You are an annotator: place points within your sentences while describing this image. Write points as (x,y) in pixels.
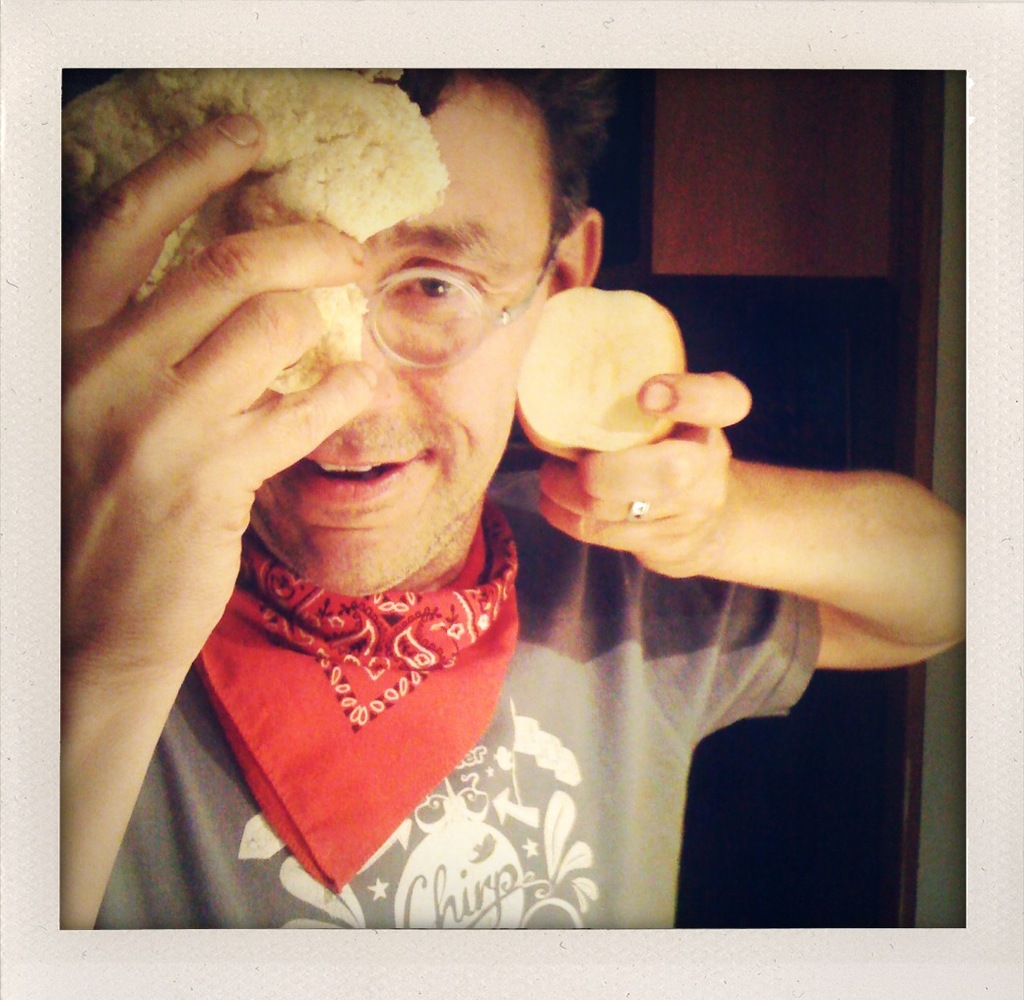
In this image we can see this person (132,834) wearing grey color T-shirt (246,849), red color handkerchief (333,732) and spectacles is holding an apple (534,354) and some food item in his hands (176,462). The background of the image (910,700) is dark.
